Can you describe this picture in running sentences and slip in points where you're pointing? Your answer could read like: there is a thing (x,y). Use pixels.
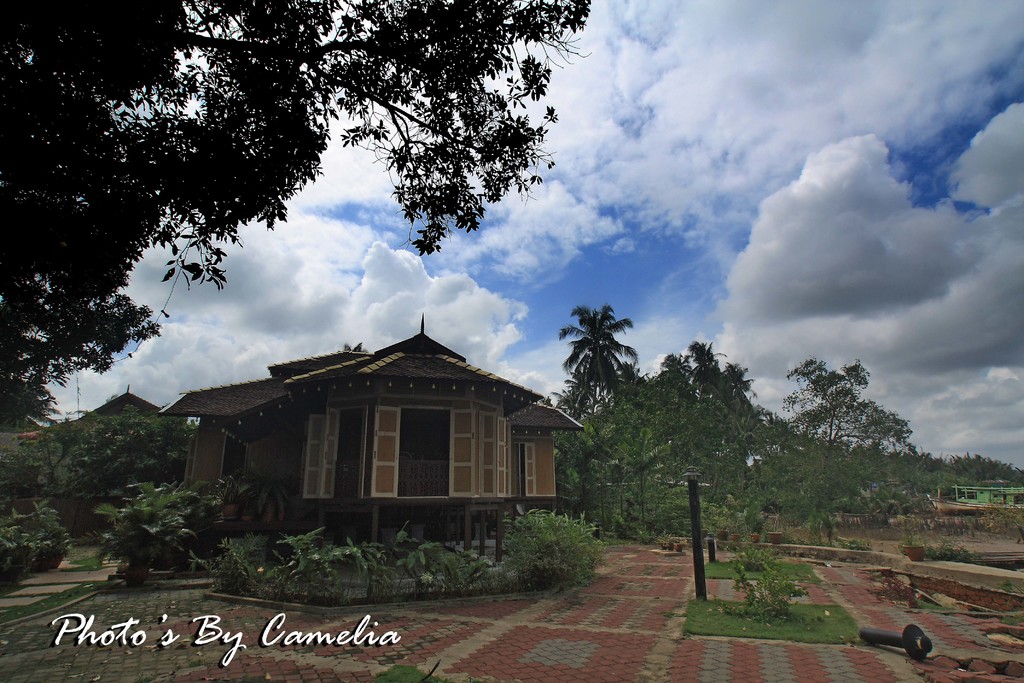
In this image we can see buildings (465,470), trees (65,428), plants (637,502), a rod (698,524) and the sky (583,286) with clouds (309,268) in the background (807,243).
